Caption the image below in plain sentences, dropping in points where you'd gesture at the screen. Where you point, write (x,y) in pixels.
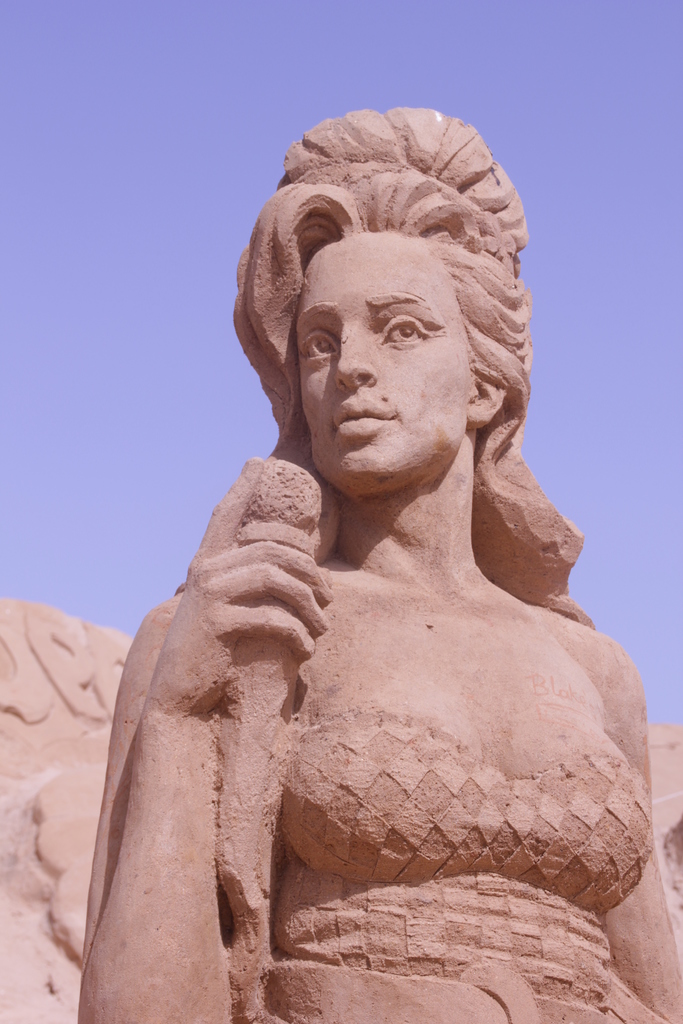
In this picture there is a sculpture (330,173) in the center of the image (308,465).
